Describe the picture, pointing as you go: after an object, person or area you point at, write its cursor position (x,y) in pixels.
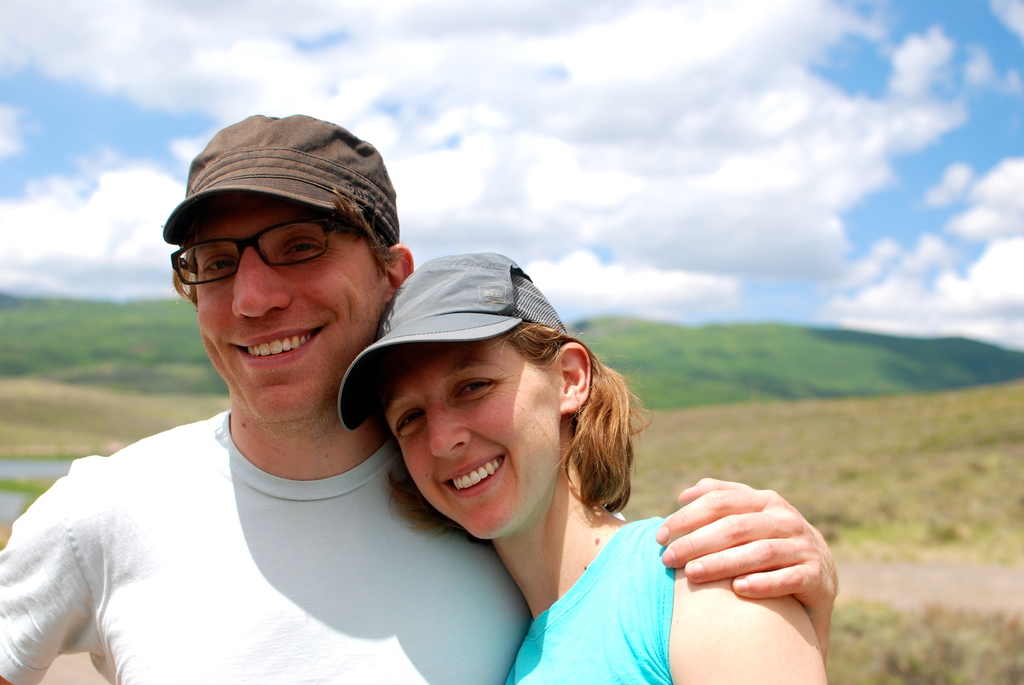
In the image I can see a lady (608,613) and a guy (272,474) who are wearing the caps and also I can see some mountains (117,305), trees (135,305) and the cloudy sky (545,194).
